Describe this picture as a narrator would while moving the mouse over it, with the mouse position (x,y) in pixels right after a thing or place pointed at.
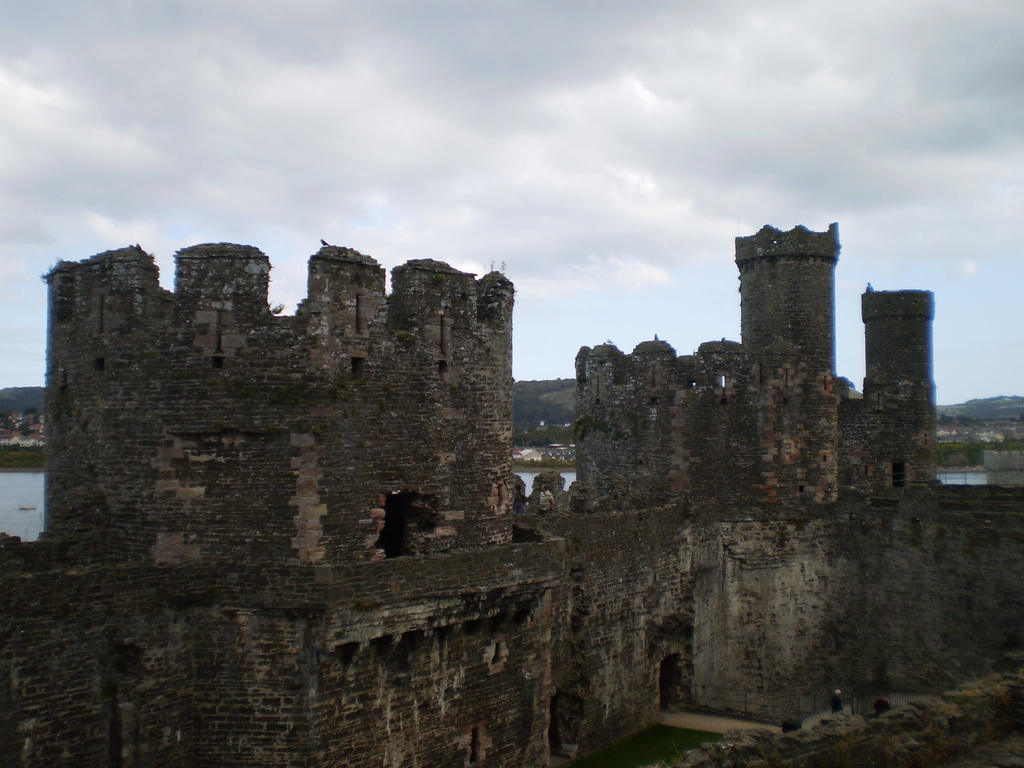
In the center of the image (461,289) there is a old fort (209,258). In the background of the image (544,437) there are mountains (514,399). There is water (11,509).
